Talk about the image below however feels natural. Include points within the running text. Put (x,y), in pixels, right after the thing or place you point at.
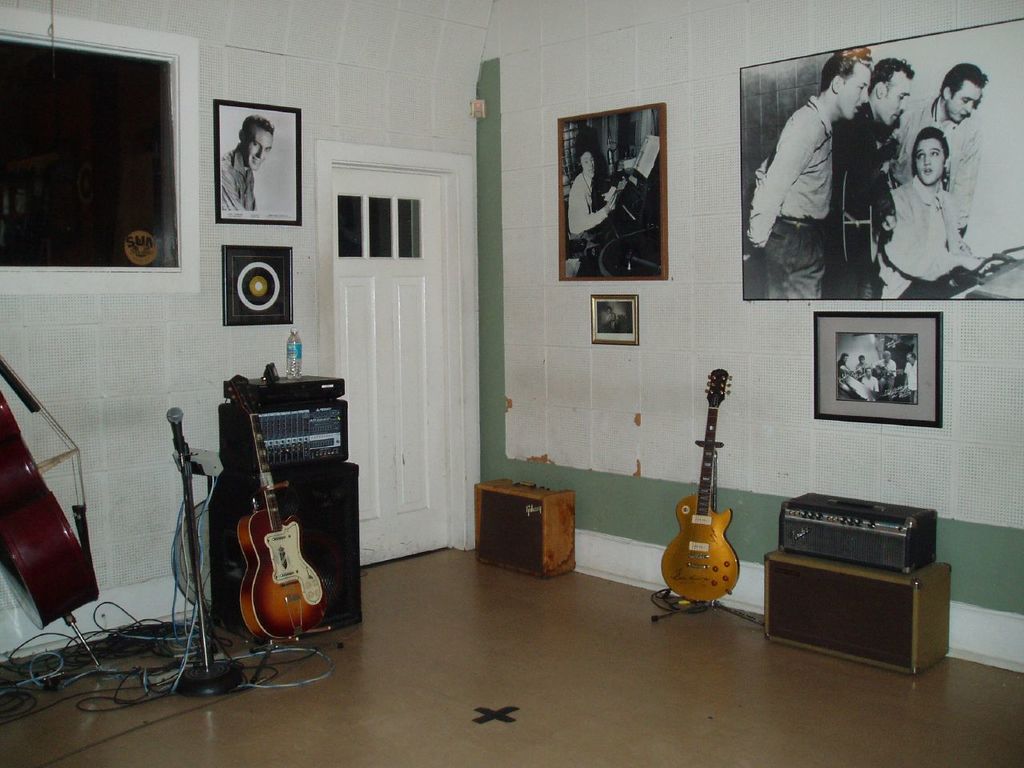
Here we can see a room (607,652) full of musical instruments (687,572) such as guitar (693,558) and microphones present and there are photo frames (603,268) present on the walls (306,176) and there is a door (445,208) present in the middle (457,466).
